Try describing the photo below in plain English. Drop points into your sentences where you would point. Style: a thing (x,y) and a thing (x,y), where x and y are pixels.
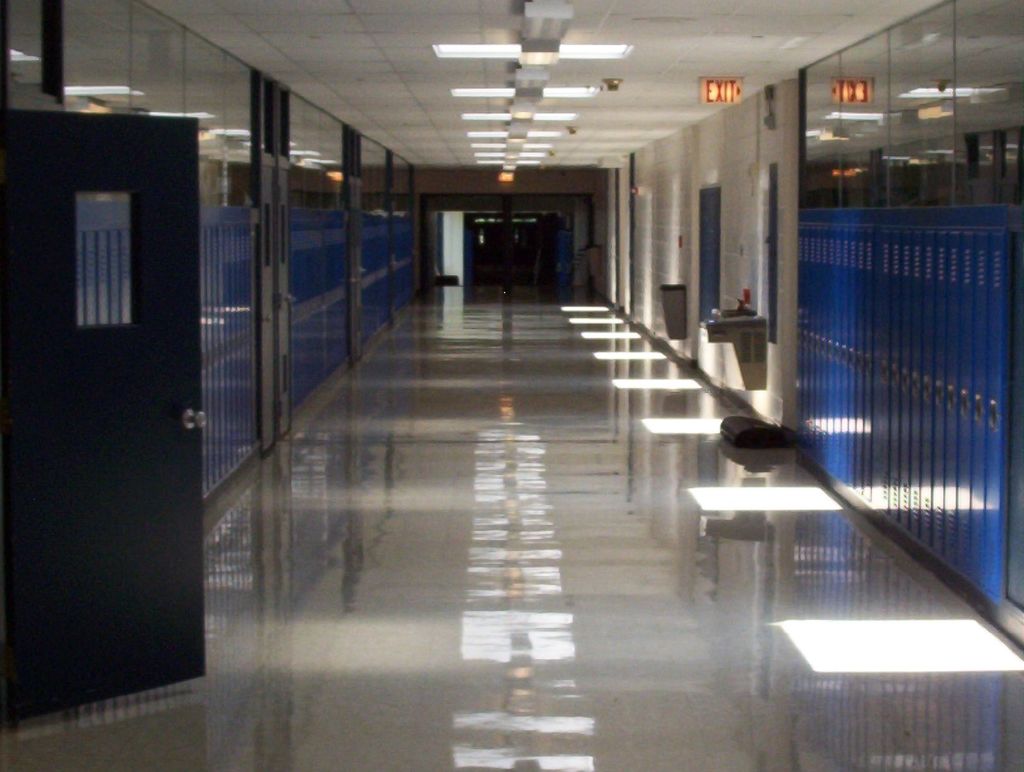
In this image we can see there is an inside view of the building (444,347). And there are glasses (337,150) and door (133,266). And there is the stand (748,345) attached to the wall (724,352) and there are a few objects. And there is a black color object (742,426). At the top (705,92) there is an exit board (722,88) and ceiling (597,116) with lights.
